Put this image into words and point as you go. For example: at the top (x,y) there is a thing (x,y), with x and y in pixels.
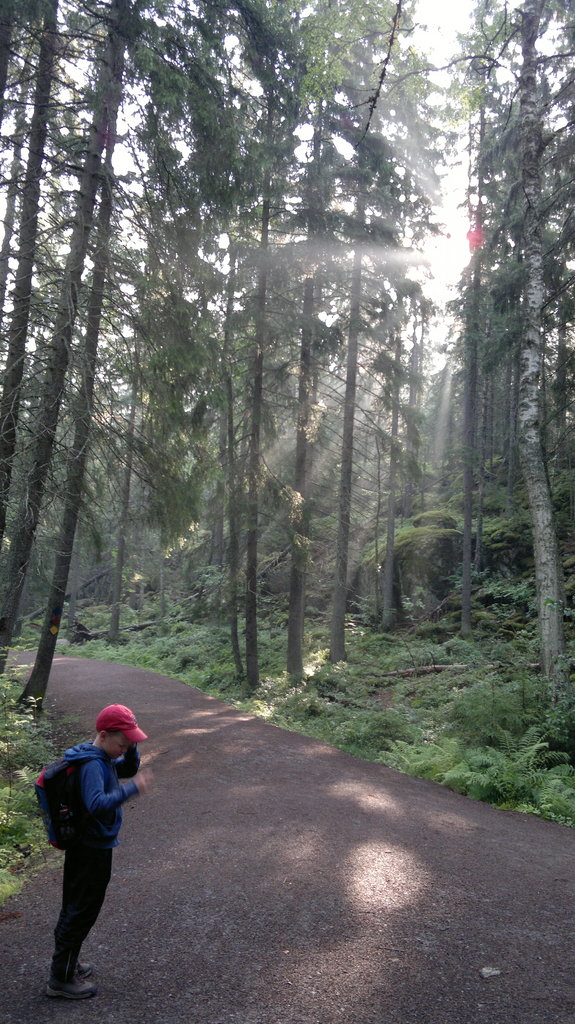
In this image we can see a person (86,774) standing on a surface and carry a bag (71,784). Behind the person (106,749) we can see a group of trees (208,476) and plants (459,683). At the top (440,79) we can see the sky (346,149) and the sunshine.
